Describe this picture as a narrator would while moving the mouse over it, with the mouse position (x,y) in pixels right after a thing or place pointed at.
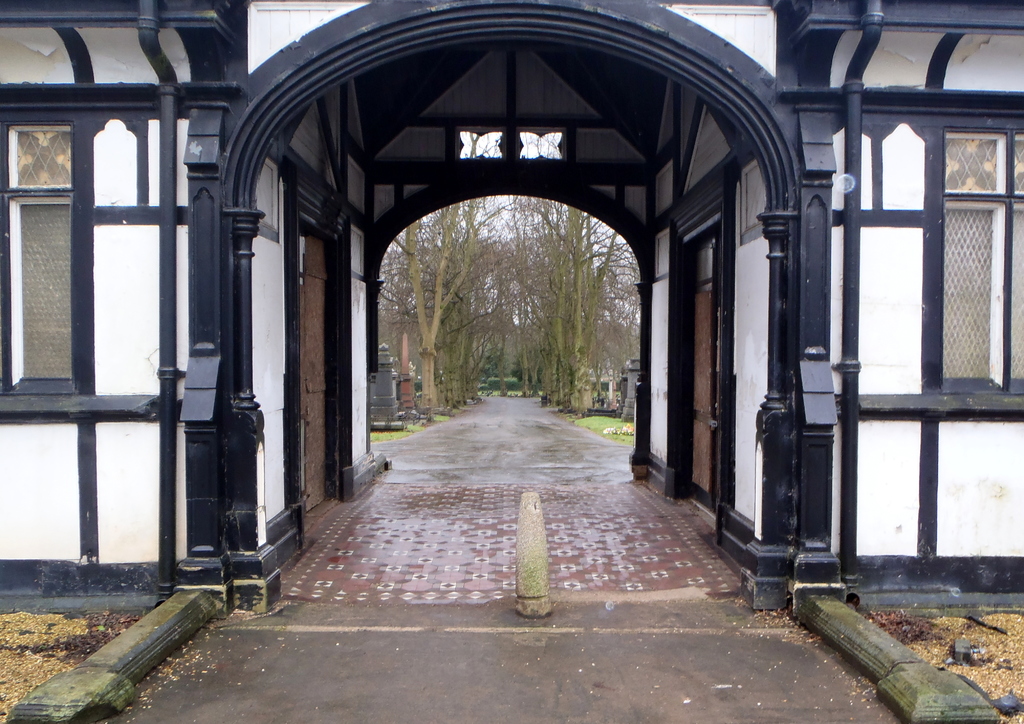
In the image there is a path (416,515) and there is a building (309,208) in between the path (231,697) and the path (255,655) is created under a roof (317,83) of an arch (302,82).
